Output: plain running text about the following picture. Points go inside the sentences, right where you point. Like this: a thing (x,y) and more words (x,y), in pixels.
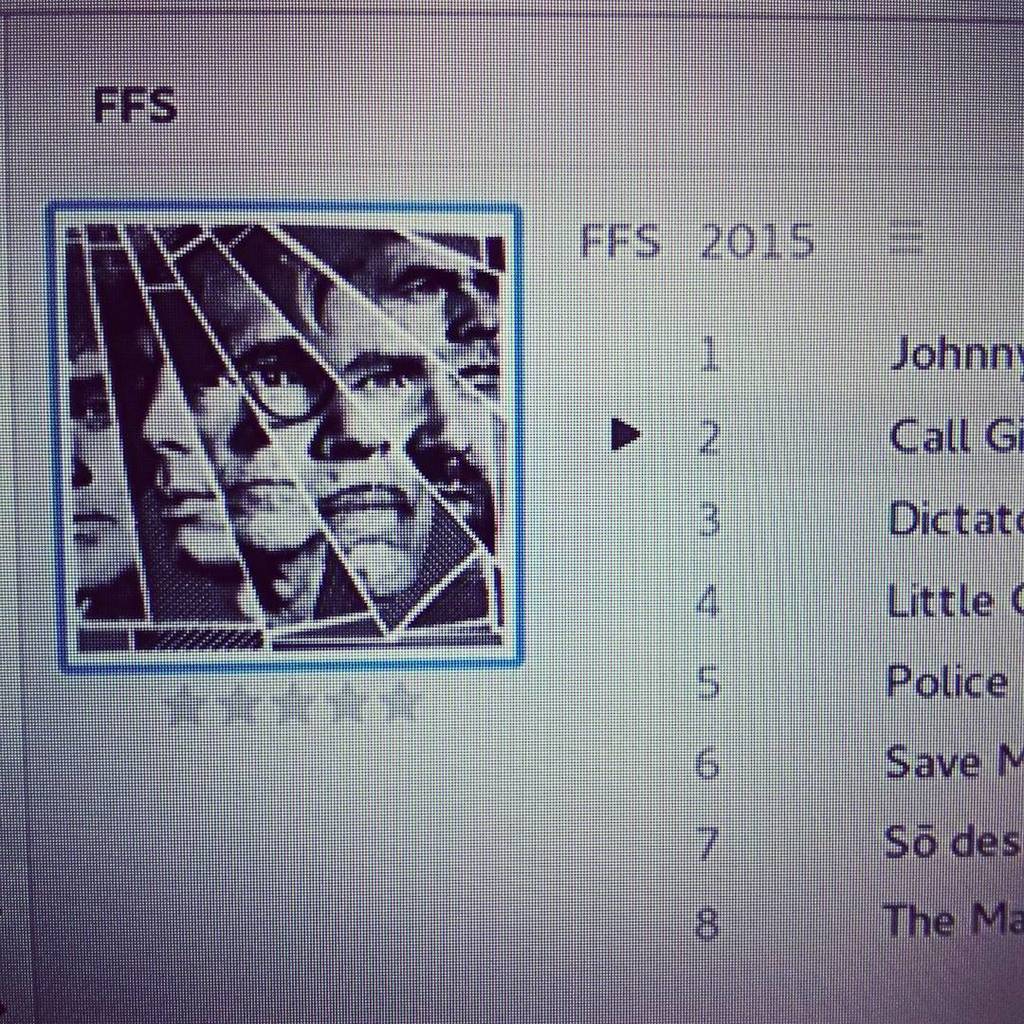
i think this is a screenshot of an album. here we have picture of artists collage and we can see the star rating (405,698) here. we can see 8 songs (1016,379) available in the album.
